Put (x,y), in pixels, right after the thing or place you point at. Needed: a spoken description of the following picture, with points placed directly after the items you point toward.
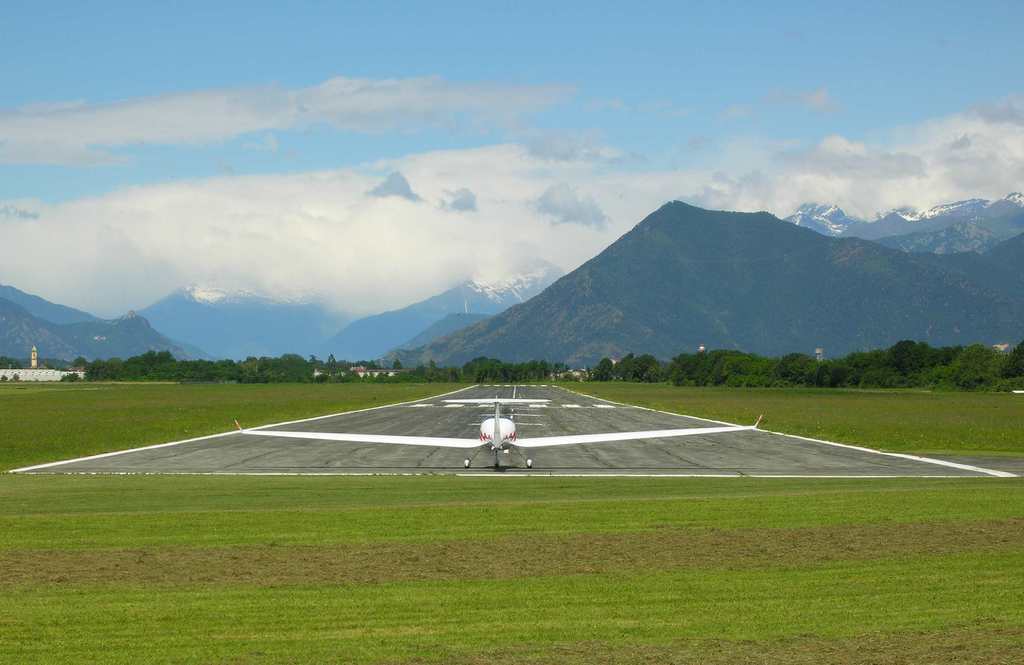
In this image I can see an aircraft (489,428) on the road (636,466). An aircraft (544,444) is in white color. To the side I can see the grass (551,567). In the background (430,379) I can see the buildings (70,373), many trees (294,365), mountains (515,282), clouds (402,283) and the sky (318,144).
